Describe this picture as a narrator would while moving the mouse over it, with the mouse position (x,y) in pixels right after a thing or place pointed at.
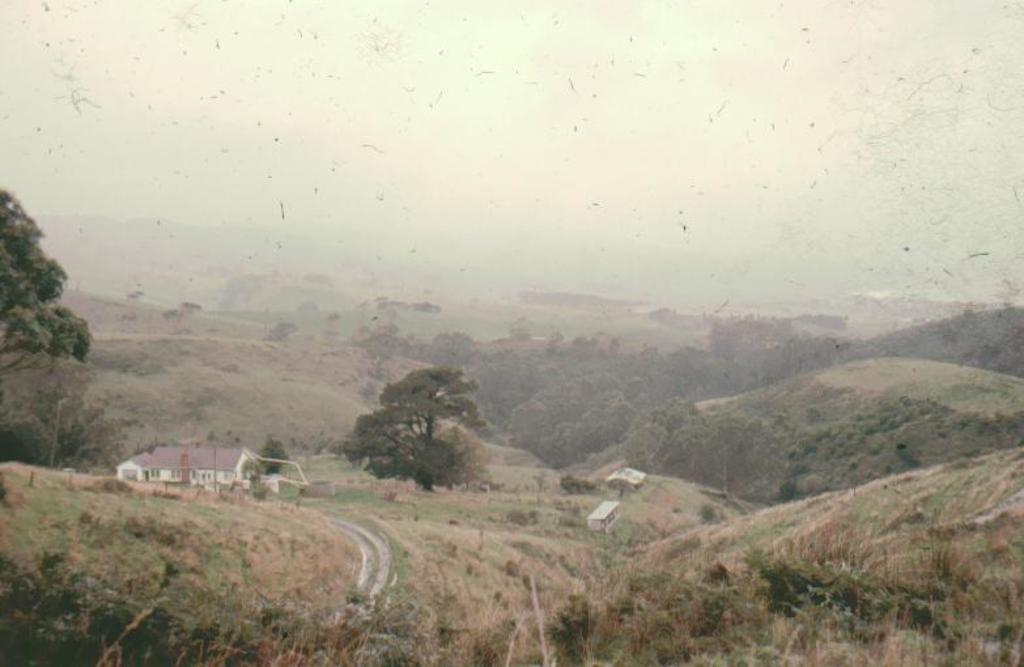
In this image in the front (223,555) there are plants (619,587). In the background (50,425) there are trees (571,379) and there are houses (167,454), there are mountains (175,259) and the sky (722,135) is cloudy.
